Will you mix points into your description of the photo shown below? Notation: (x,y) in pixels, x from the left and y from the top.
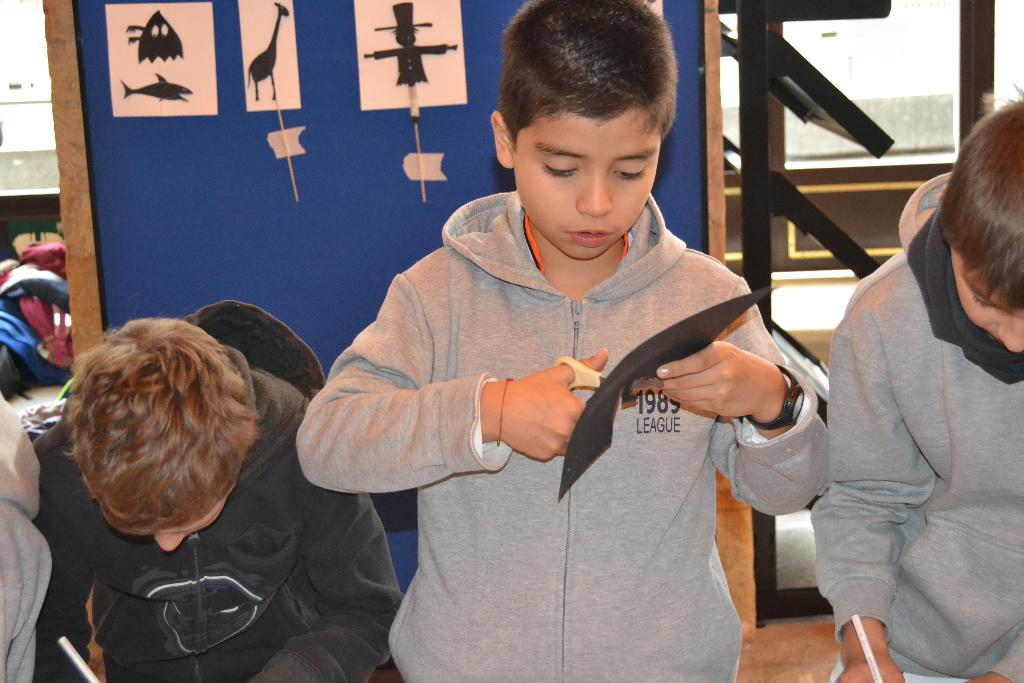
In this image there are a few people (676,447) standing and doing something, two are holding pens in their hands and one is holding a scissor (588,381) in one hand (536,389) and cutting something which is held in the other hand (680,377), behind them there is a board (172,262) with some posters (196,70) attached to it which is hanging on the pillar (709,77), behind the pillar (715,102) there are stairs (741,174) and few objects (35,307) are on the floor (42,389).
